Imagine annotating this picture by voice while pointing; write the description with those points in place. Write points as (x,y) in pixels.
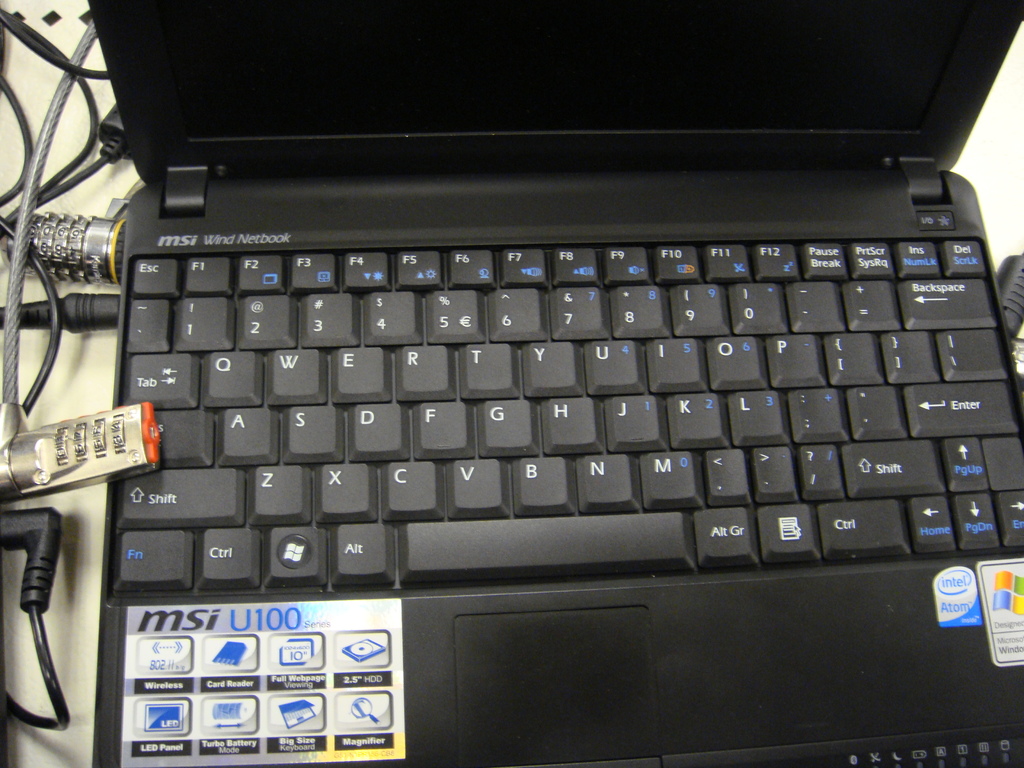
In this picture I can see there is a laptop (608,344) placed on the white surface (1012,206) and it is connected with few cables (85,313), there are keys (663,518) and there are few stickers (348,672) on the laptop (709,662).
